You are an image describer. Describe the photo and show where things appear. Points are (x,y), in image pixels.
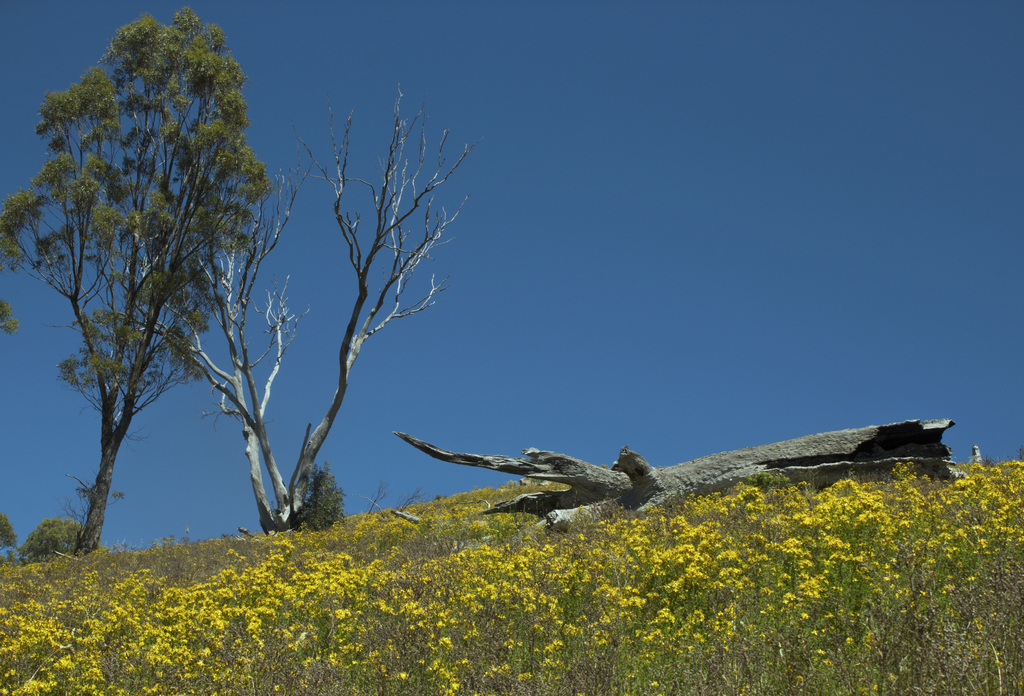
In this picture there are trees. At the bottom (648,614) there are plants (595,625) and flowers (221,625) and there is a tree trunk (695,458). At the top (636,185) there is sky (673,179).
